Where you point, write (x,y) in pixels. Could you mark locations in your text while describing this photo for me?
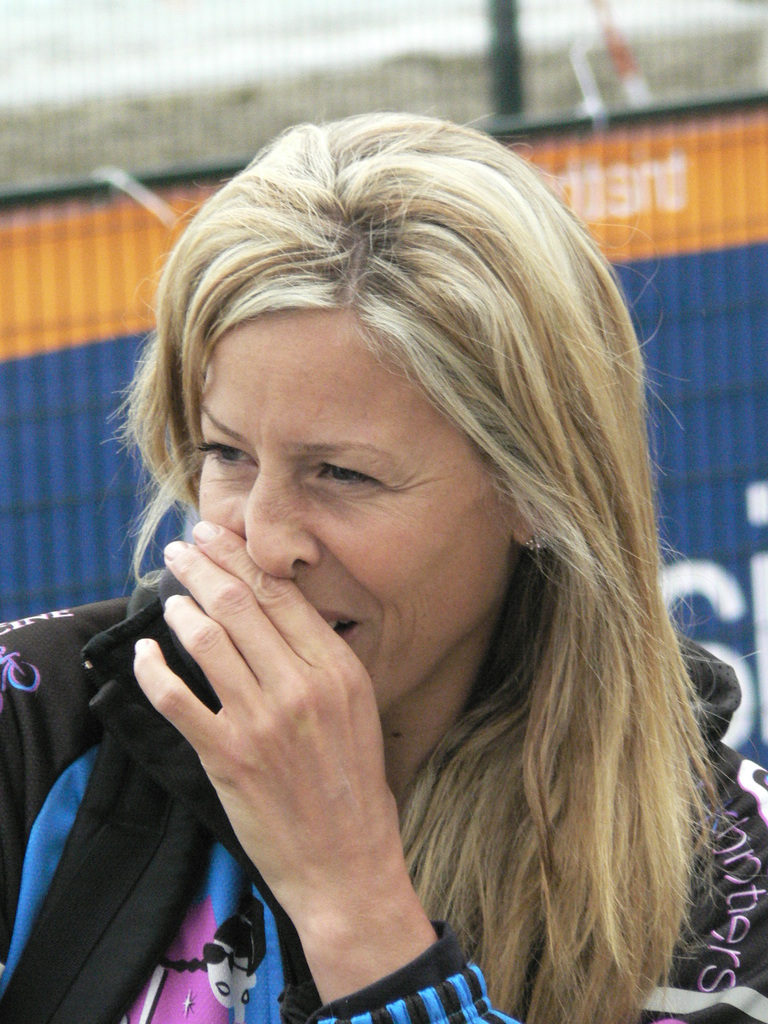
In this image I can see a woman (402,602) and other objects (739,351). The background of the image (745,358) is blurred.
